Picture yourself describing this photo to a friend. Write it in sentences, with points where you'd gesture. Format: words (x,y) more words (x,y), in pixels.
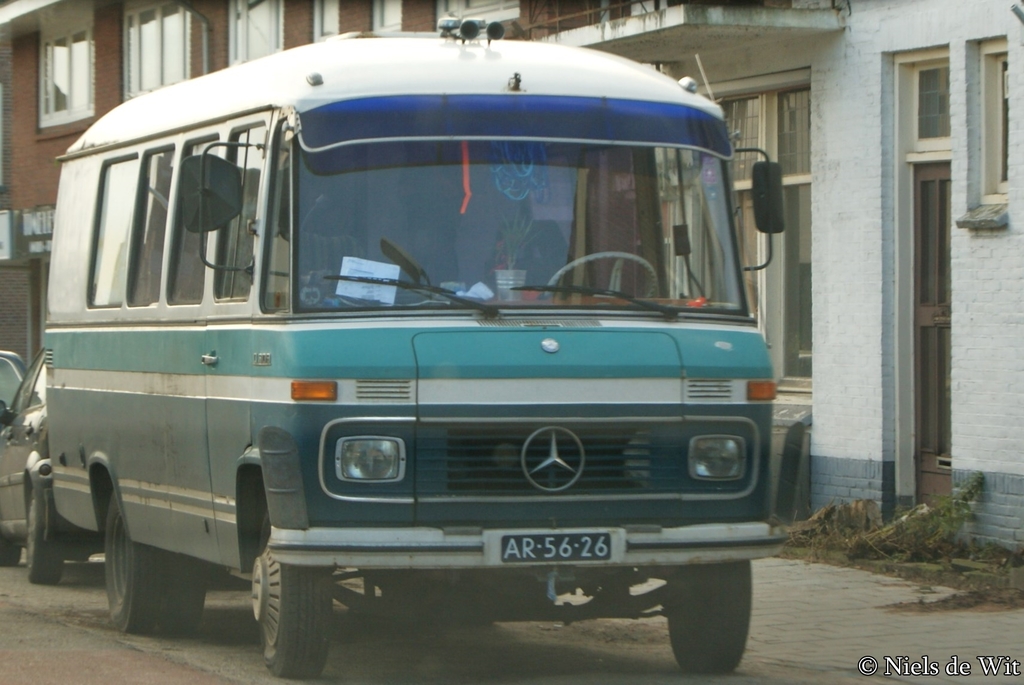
In this image we can see buildings (965,237) with windows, vehicles (418,370) and on the right hand side (859,671) we can also see some text (953,668) at the bottom (895,671).
